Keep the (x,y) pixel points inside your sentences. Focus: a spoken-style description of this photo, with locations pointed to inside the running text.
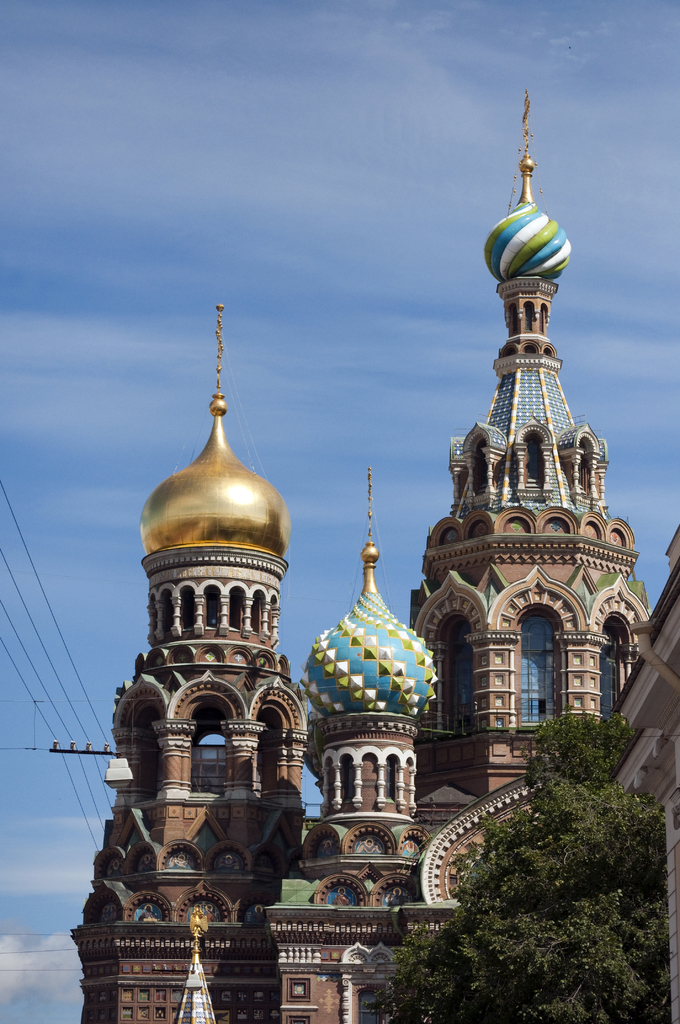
In this image in the front (561,917) there is a tree (567,904). In the background (388,785) there are towers (442,774). On the right side (676,785) there is a building (675,794) and the sky (251,298) is cloudy and there are wires (74,711).
